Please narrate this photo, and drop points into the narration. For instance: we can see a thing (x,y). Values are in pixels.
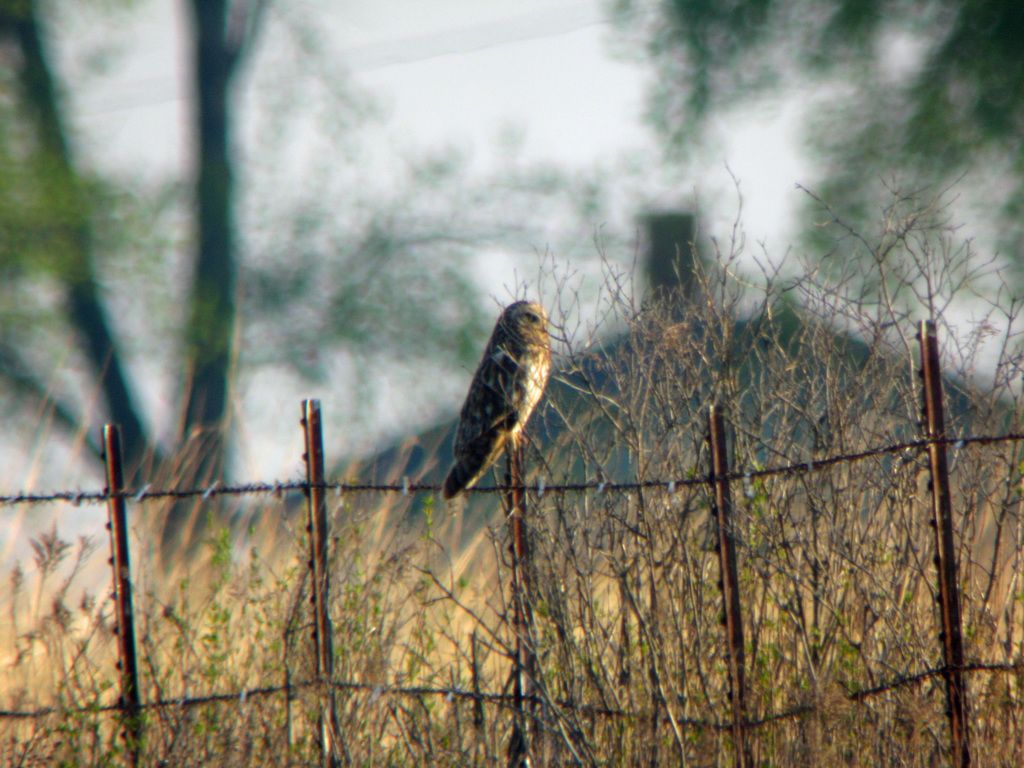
In the center of the image (602,419) there is a fence (735,727) and plants (656,635). On the fence (710,439), we can see one bird (475,453). In the background (473,257), we can see the trees (856,280) and we can see it is blurred.
